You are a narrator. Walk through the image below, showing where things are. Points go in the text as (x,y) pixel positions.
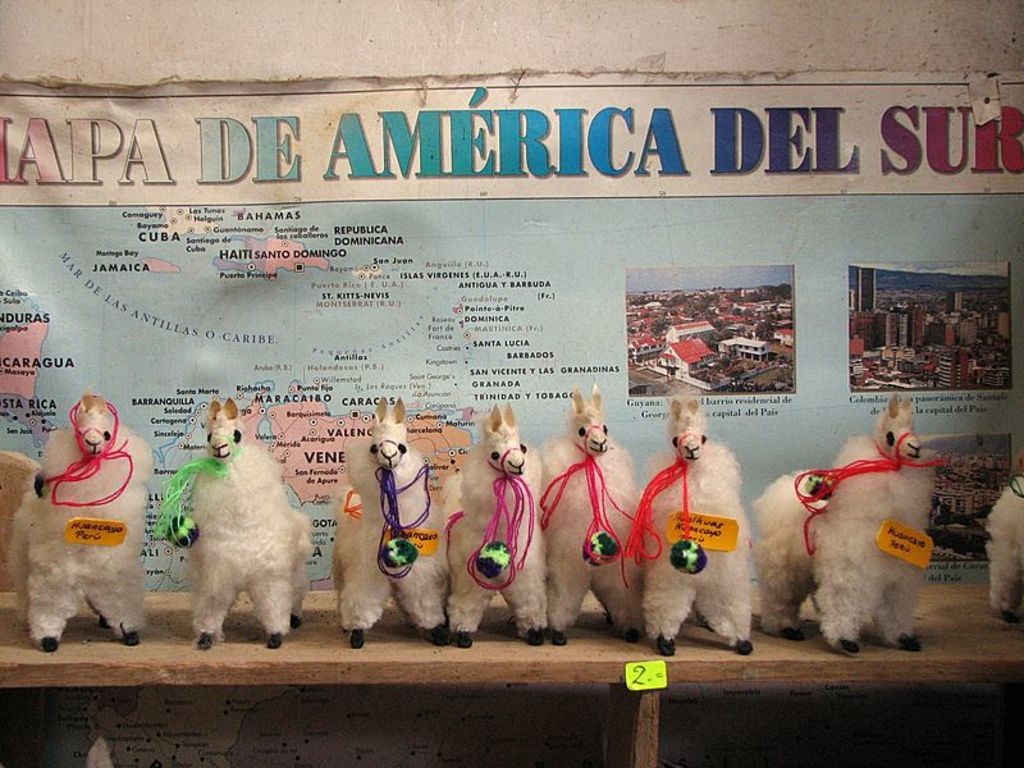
In the image there are llama toys (443,577) on a shelf (279,676) with a map (360,299) behind it on the wall (399,31).
